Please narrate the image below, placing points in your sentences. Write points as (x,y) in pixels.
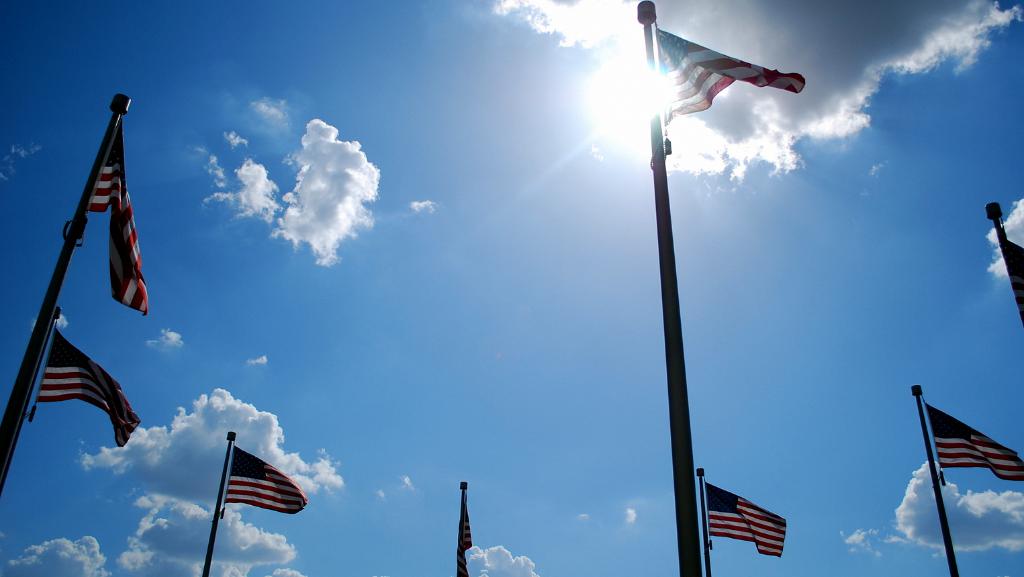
In this given picture, We can see a sky (627,357), sun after that, We can see clouds (688,136), a multiple iron metal poles (49,290) which includes flags (966,463) on it.
